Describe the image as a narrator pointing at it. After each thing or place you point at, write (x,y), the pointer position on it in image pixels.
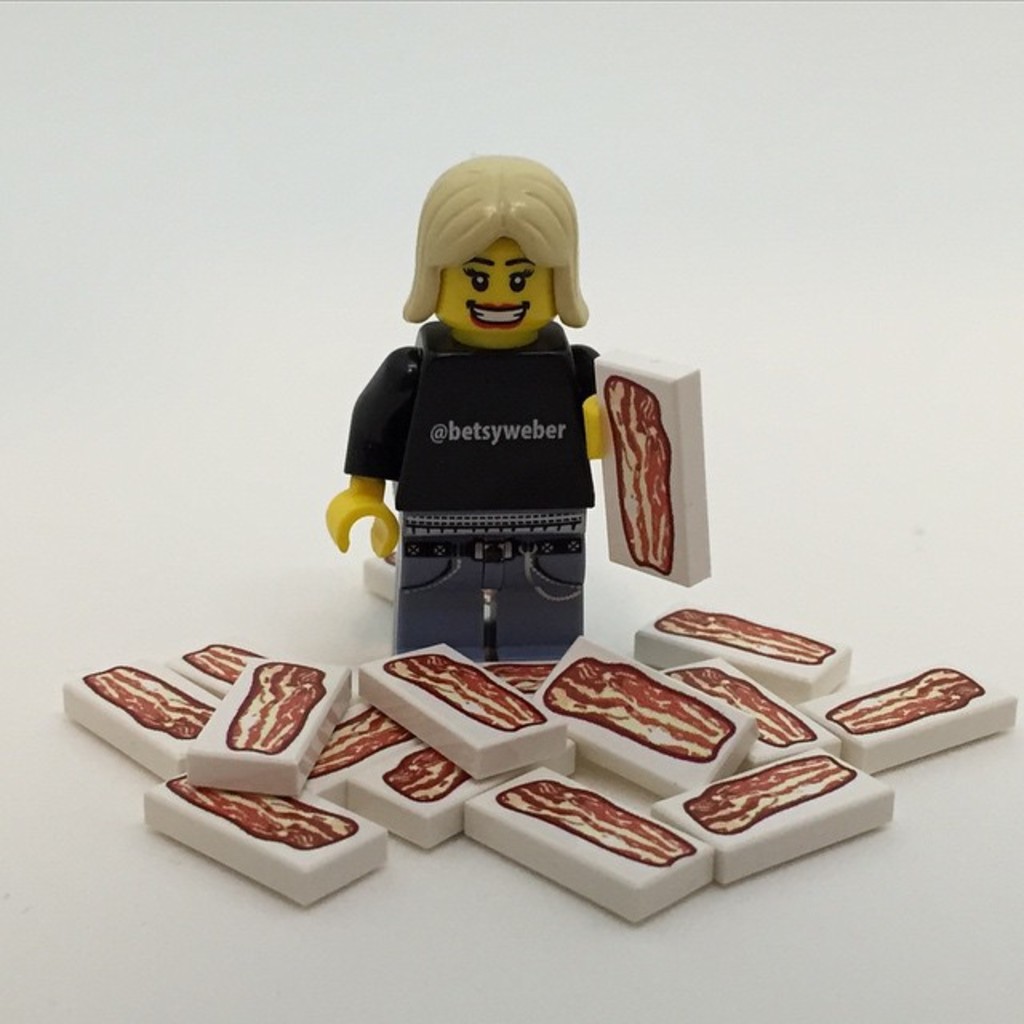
In this image, we can see a statue (543,454) and there are some small objects (430,712).
